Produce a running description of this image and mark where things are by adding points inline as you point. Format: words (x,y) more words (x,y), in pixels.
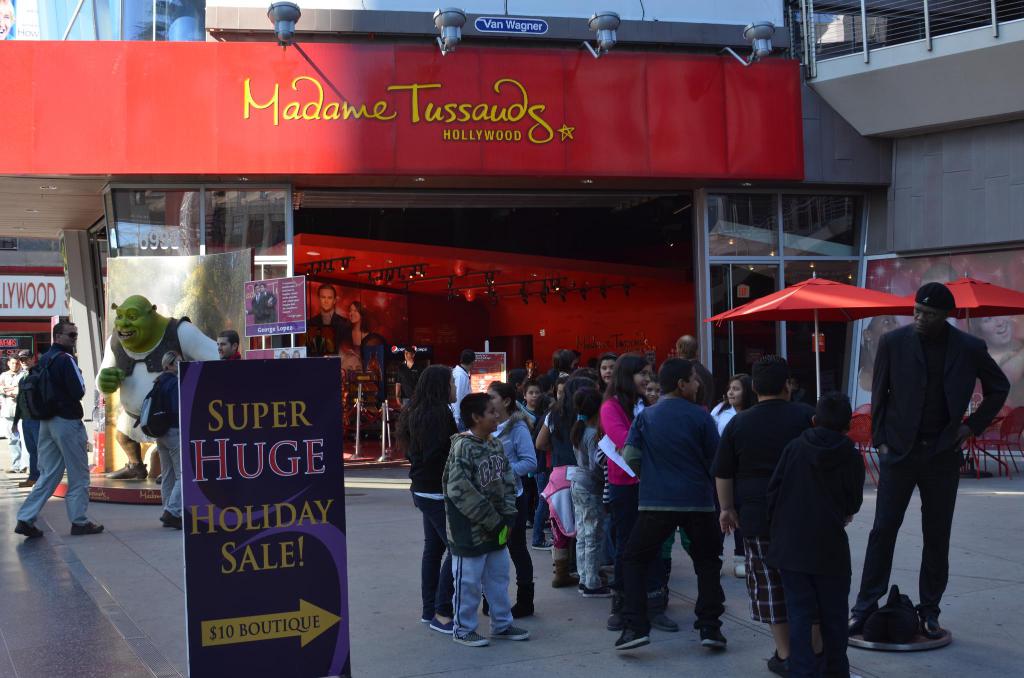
In this image I can see number of persons (687,493) standing on the floor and a statue (948,301) of a person (925,367) wearing black outfit (920,414). In the background (697,256) I can see the building (867,153), few tents (841,301) which are red in color, few boards (302,395) and a red colored board (488,92) and few lights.
